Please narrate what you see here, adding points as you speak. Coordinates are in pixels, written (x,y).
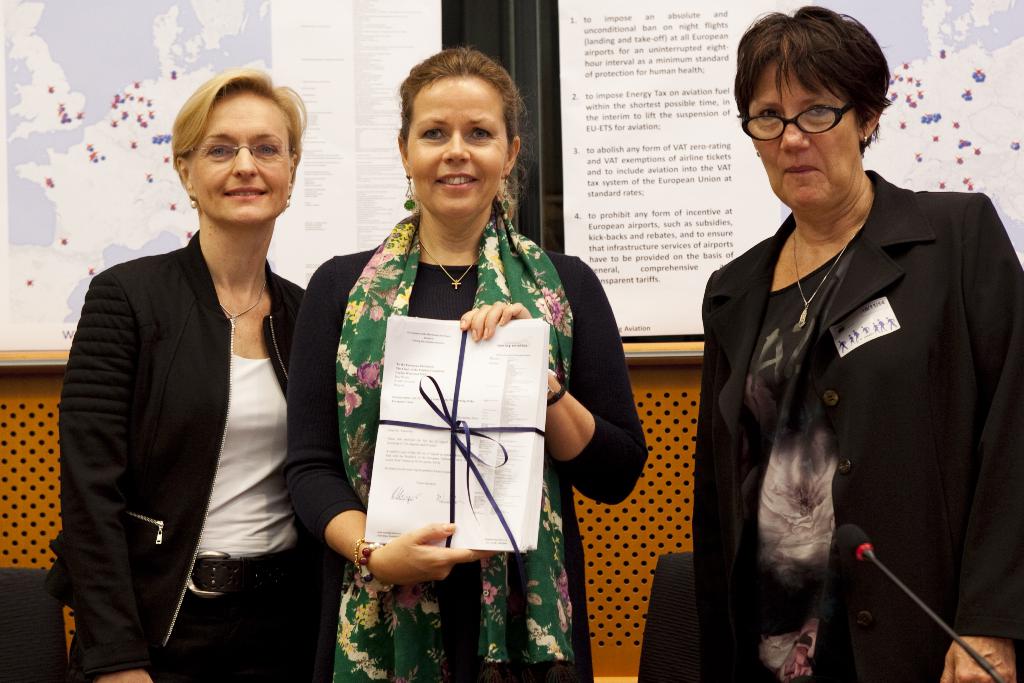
In this picture we can see three women (325,380) are standing, a woman (383,350) in the middle (440,350) is holding some papers (482,435), in the background (576,127) there are two boards (630,55), we can see maps (119,117) and some text (684,42) on these boards (422,33), there is a microphone (863,546) in the front (875,552).
